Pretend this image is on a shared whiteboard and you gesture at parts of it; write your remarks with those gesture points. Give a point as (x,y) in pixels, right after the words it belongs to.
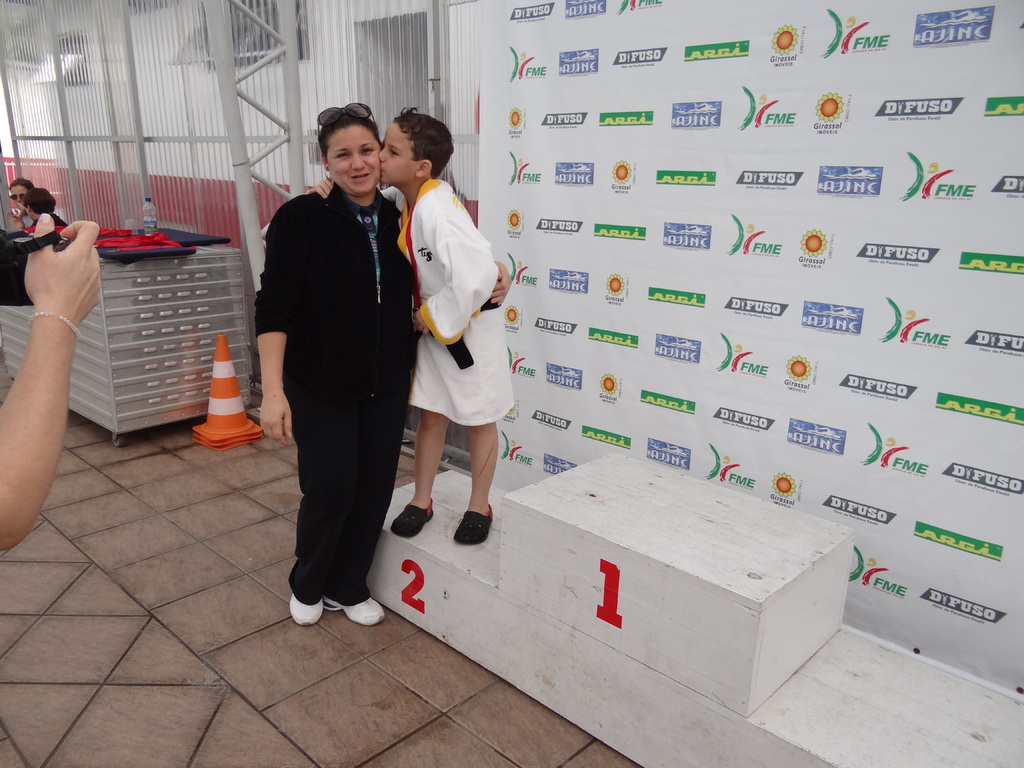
In this image we can see people (296,257), wooden stand (877,698), traffic cone (216,446), bottle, floor (188,446), and few objects (174,352). There are poles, wall (332,51), and a banner (937,463).
